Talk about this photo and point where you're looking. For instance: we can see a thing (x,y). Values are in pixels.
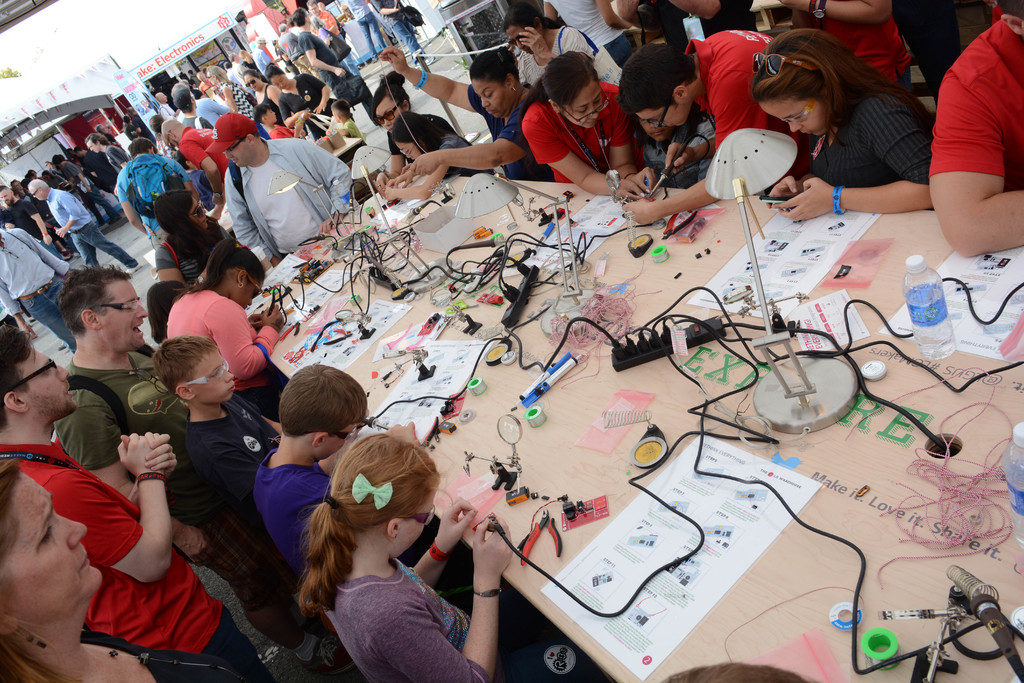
In this image we can see a table (585,408). On table (502,393) wires (542,369), paper (776,476), bottle (932,332), pens (559,359), switch boards (527,284), table lights (741,178) and things (842,605) are present. Around the table (570,549) people (495,136) are sitting and standing and doing work. Background of the image (216,73) so many people (166,130) are present and one electronic shop (184,49) is there.
